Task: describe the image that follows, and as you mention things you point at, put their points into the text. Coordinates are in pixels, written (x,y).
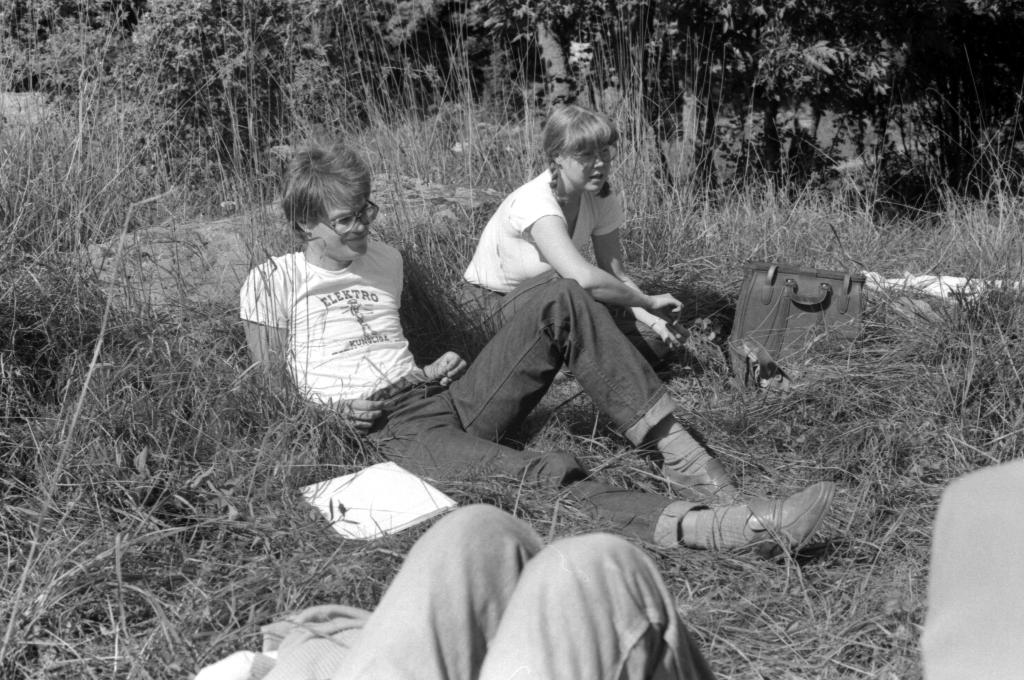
It is a black and white image, there are three people (488,449) on the grass surface (743,383), there is a bag (748,280) kept in front of the woman (602,246) and behind these people (319,226) there are some trees (177,34).
